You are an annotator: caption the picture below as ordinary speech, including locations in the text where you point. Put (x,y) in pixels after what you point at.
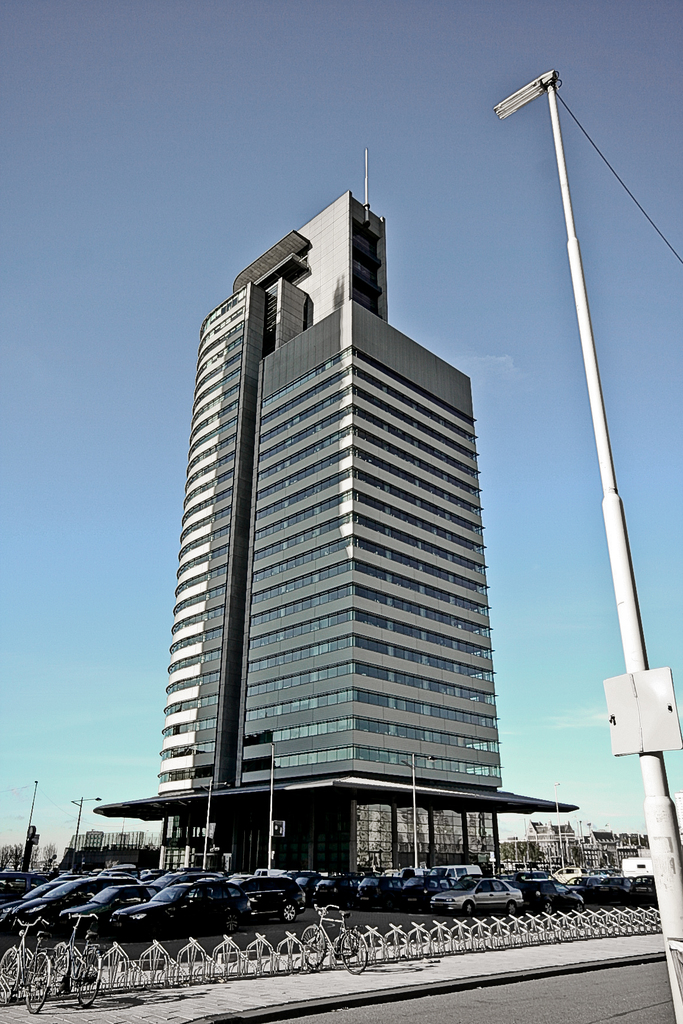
In this image we can see few vehicles (312,931) and also we can see a building (290,528), there are some poles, lights (503,111) and trees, in the background (431,240), we can see the sky (492,116).
